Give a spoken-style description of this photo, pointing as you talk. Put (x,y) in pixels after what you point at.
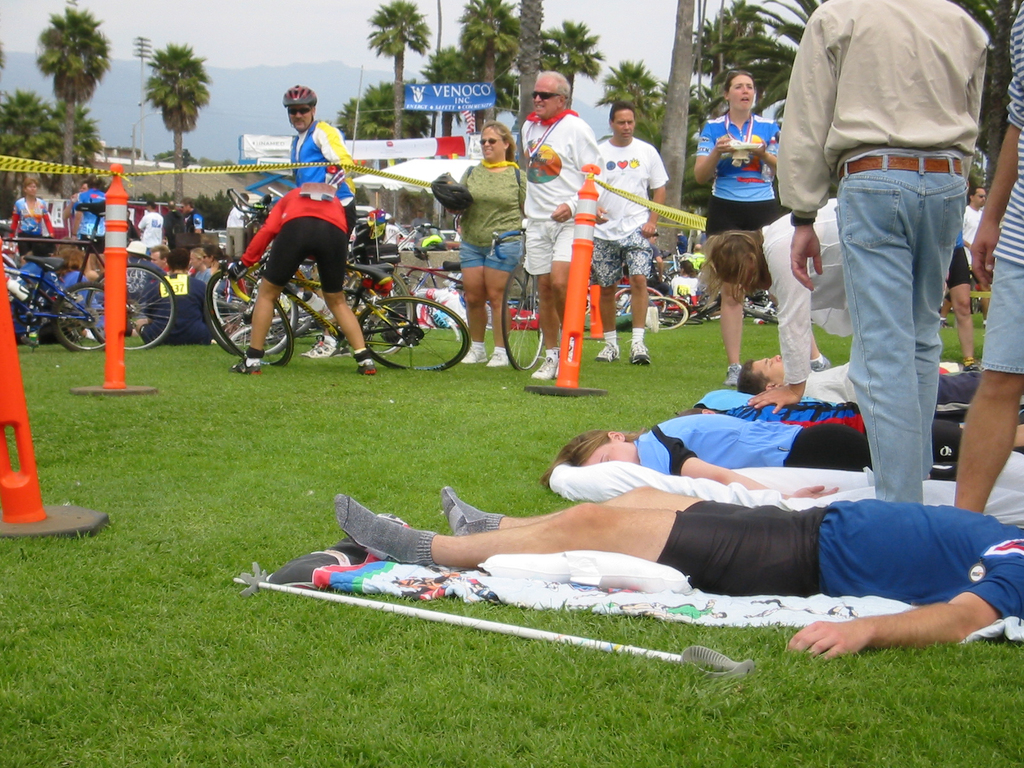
As we can see in the image there is grass (158,481), group of people (502,283), bicycles (369,334), trees (25,144) and banners (461,97). At the top (564,12) there is sky (590,6).
